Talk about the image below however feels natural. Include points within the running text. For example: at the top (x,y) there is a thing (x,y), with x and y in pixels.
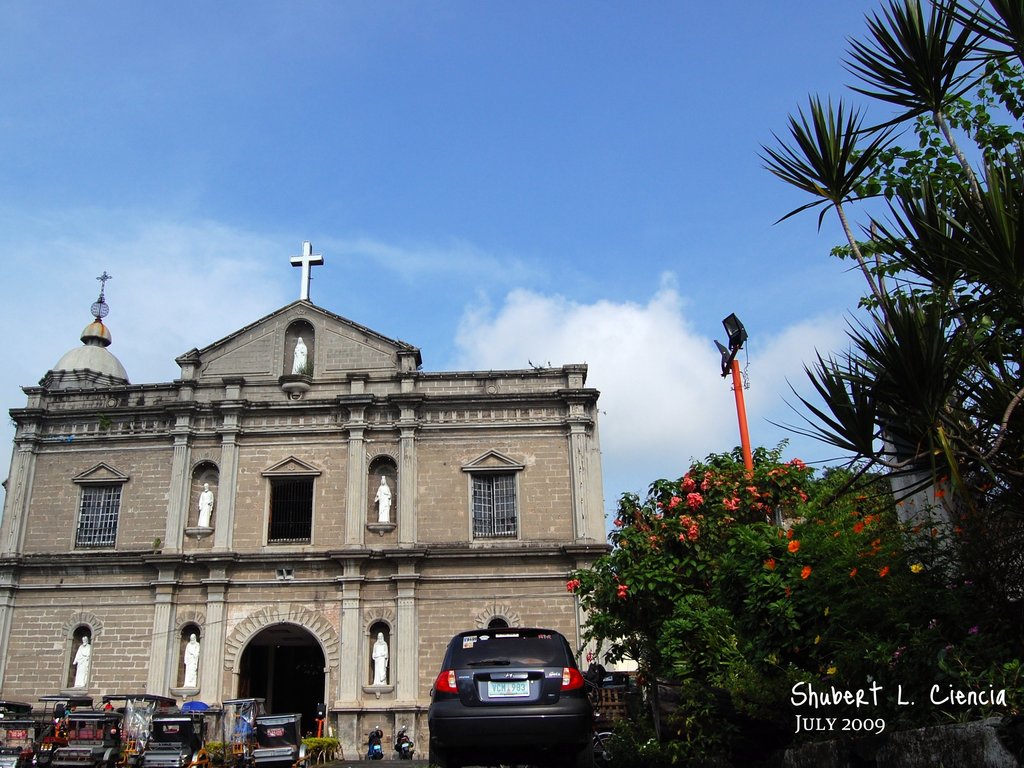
In this image we can see the building (276,496) with statues (379,640) and in front of the building (224,679) there are vehicles (197,726) on the ground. And there are trees (750,706), flowers (770,565) and street light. In the background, we can see the sky (640,319).
